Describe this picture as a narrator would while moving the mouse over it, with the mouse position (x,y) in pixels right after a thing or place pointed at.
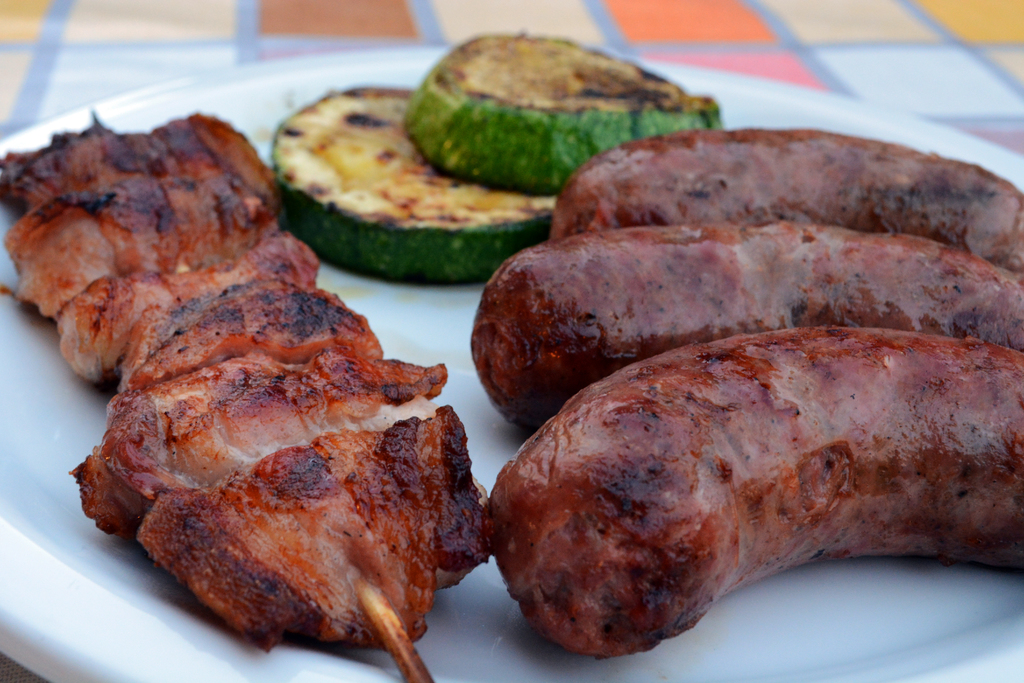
In the center of the image (624,450) there is a food items (425,404) in the plate (225,92).
